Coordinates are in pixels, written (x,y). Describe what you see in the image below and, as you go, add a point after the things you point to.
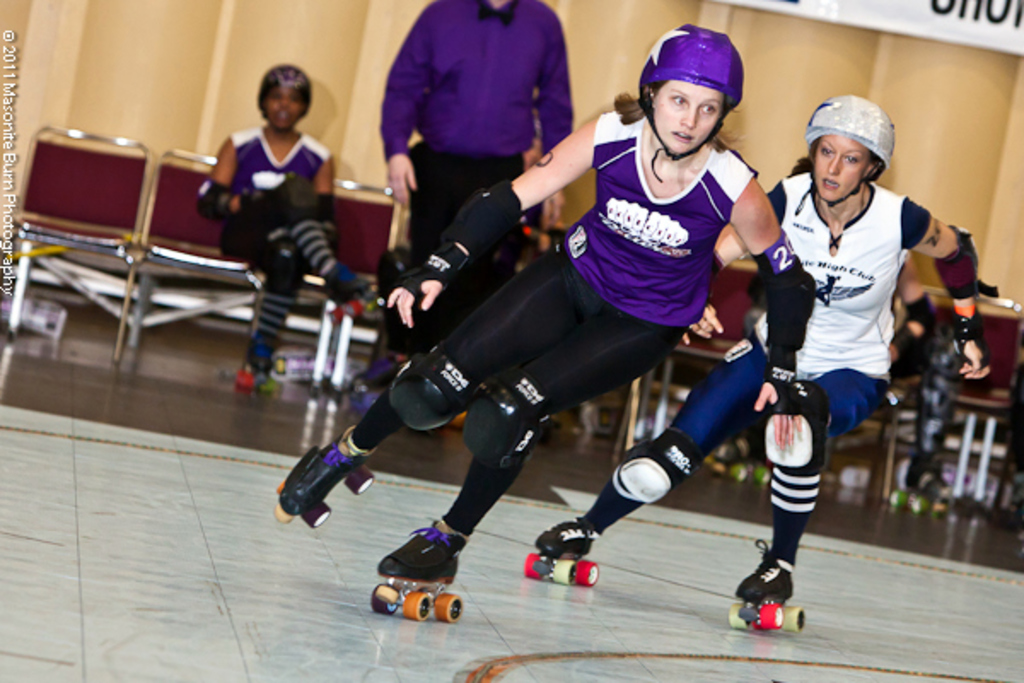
In the middle of the image (388,392) two persons (782,297) are doing skating. Behind them a man (454,155) is standing and few people (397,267) are sitting on chairs (28,248). Behind them there is wall (980,169).
